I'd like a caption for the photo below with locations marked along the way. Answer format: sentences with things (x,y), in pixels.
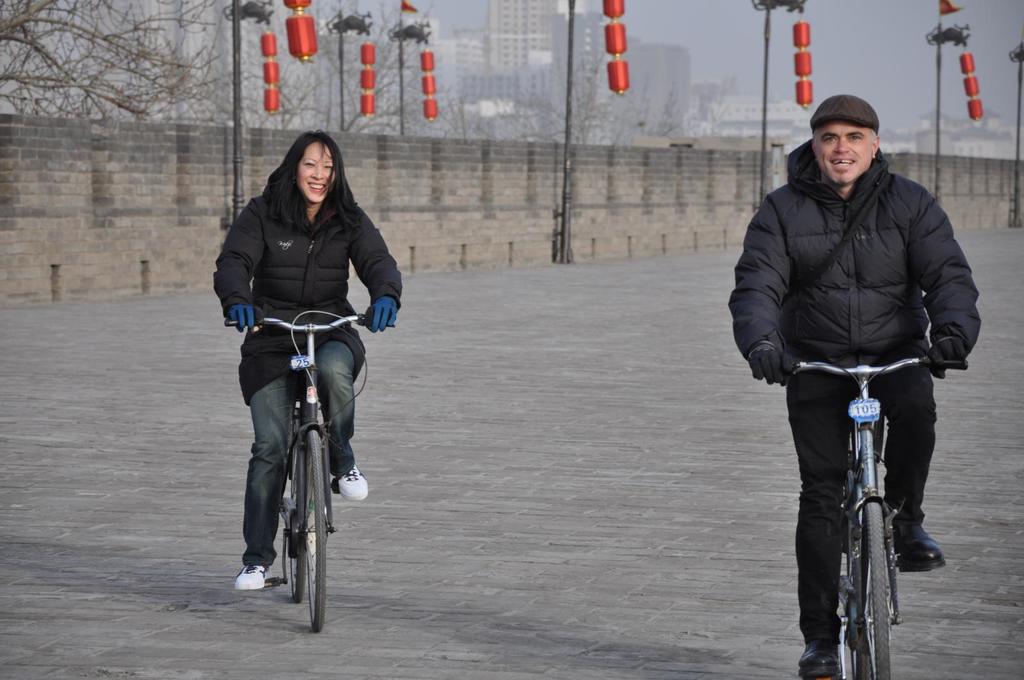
In this Image I see a woman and a man (920,219) who are on the cycle (878,508) and both of them are smiling. In the background (779,151) I see the wall (476,254), poles (1018,191), trees (652,133) and the buildings (664,118).
